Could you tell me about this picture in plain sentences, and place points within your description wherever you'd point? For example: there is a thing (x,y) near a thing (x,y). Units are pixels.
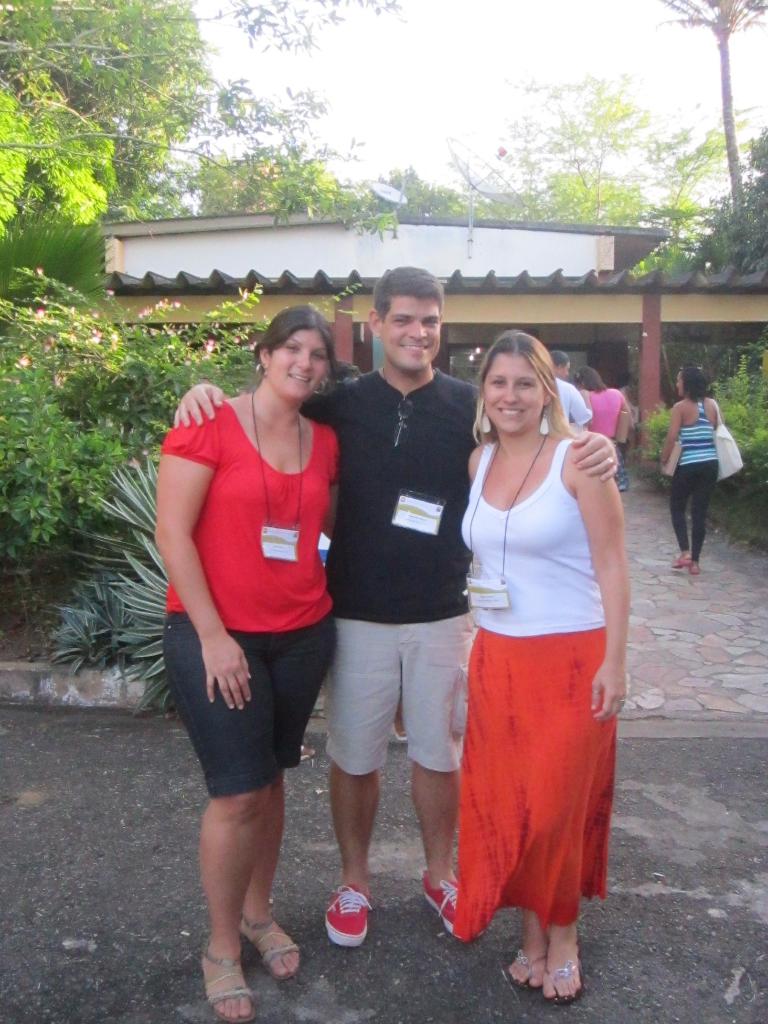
In this picture we can see three people (248,729) wore id cards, standing on the floor (321,860), smiling and at the back of them we can see some people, shed (742,292), trees (751,236) and in the background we can see the sky (390,161).
